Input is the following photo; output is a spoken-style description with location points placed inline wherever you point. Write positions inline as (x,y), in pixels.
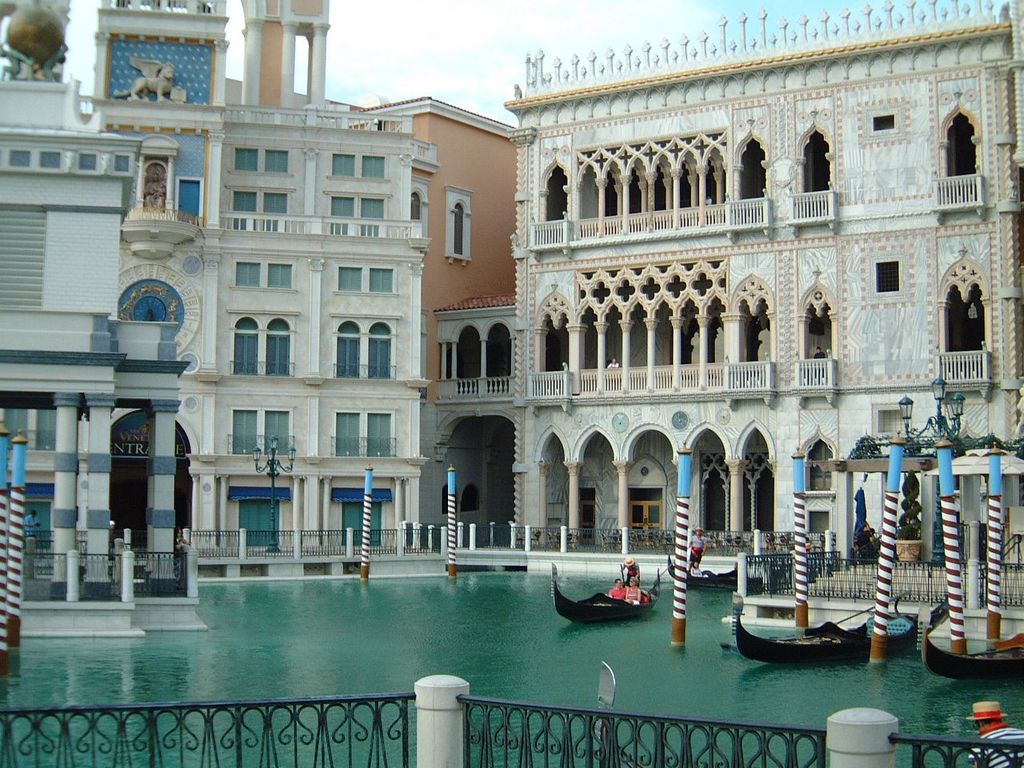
In the foreground of this image (747,762) we can see metal railing (962,745), poles (424,740), one person (999,733) wearing a hat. In the center of the image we can see some persons (629,588) on boats (810,654) placed in water (628,627). In the background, we can see a group of buildings (562,362) with windows (42,441), pillars (72,498), statues (146,188) and the sky (443,69).
